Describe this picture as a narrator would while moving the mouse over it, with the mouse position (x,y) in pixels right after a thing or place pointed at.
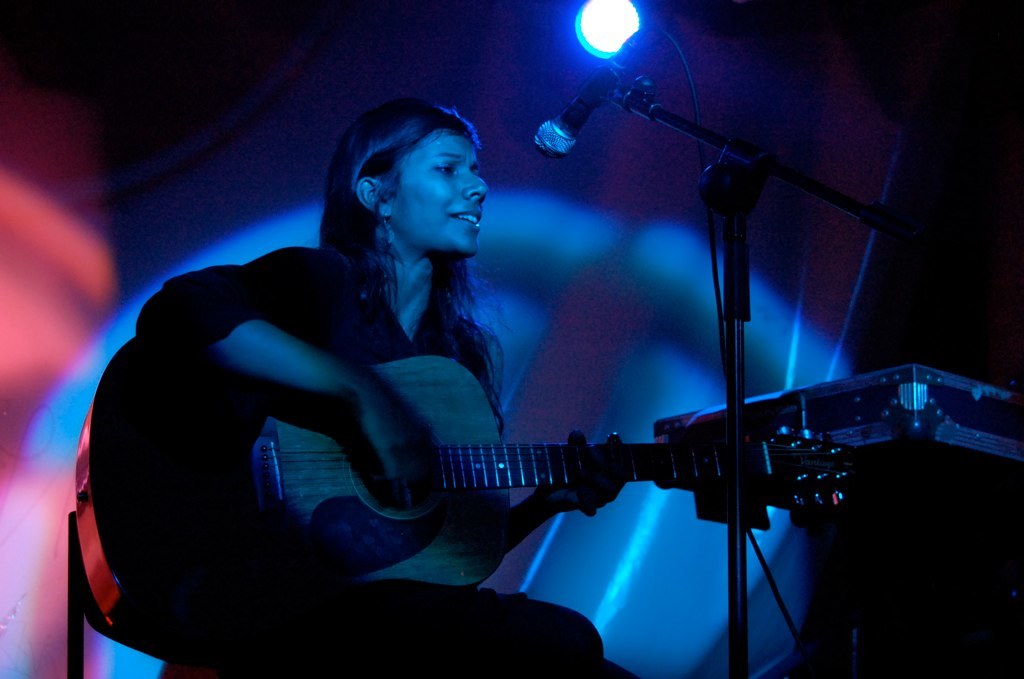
In this image there is one woman (357,383) who is sitting and she is playing a guitar (254,467), in front of her there is one mike (606,68) and on the top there is one light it seems that she is singing. On the right side (917,412) there is one sound system (923,413).
